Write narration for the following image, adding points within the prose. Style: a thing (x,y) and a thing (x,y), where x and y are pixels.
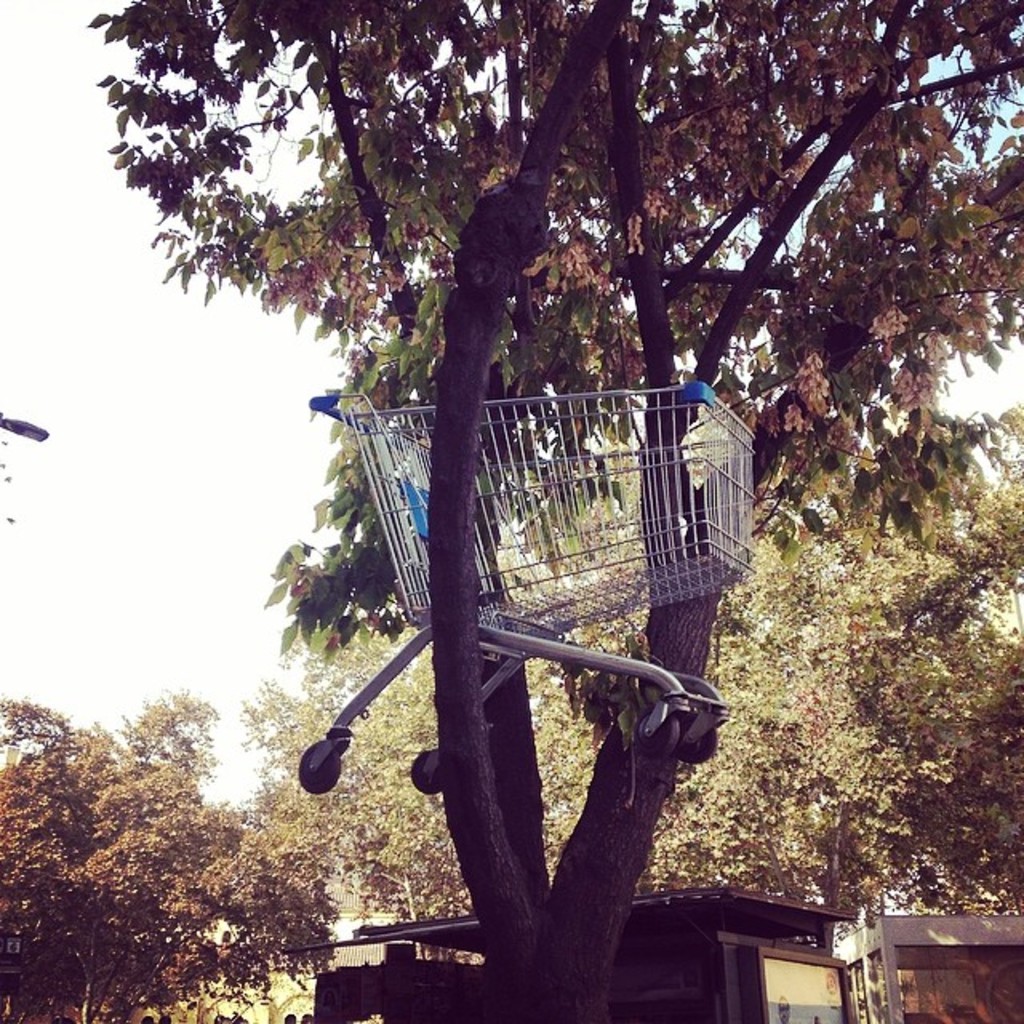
In this picture I can see a trolley (629,536), which is on a tree (449,469). In the background (749,590) I can see few more trees (12,790) and few buildings (702,936) and I can also see the sky (50,329).
